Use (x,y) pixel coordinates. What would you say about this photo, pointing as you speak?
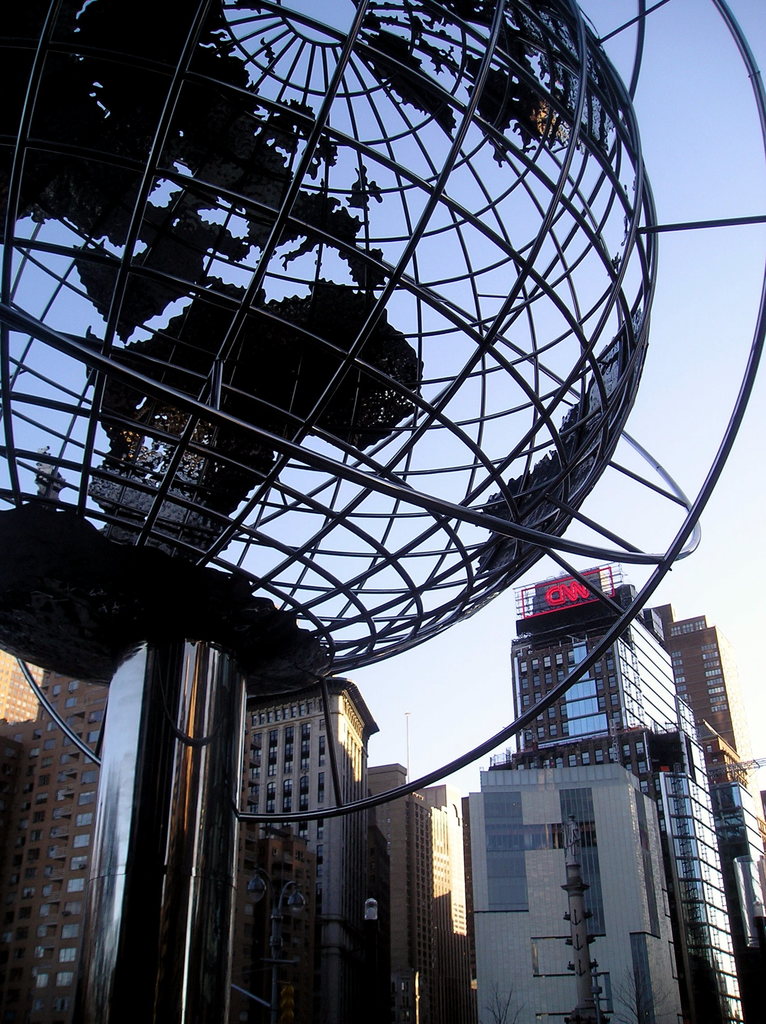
In the image there is a statue (565,385) of a globe (536,24) and behind the statue (236,718) there are many buildings (382,773).
